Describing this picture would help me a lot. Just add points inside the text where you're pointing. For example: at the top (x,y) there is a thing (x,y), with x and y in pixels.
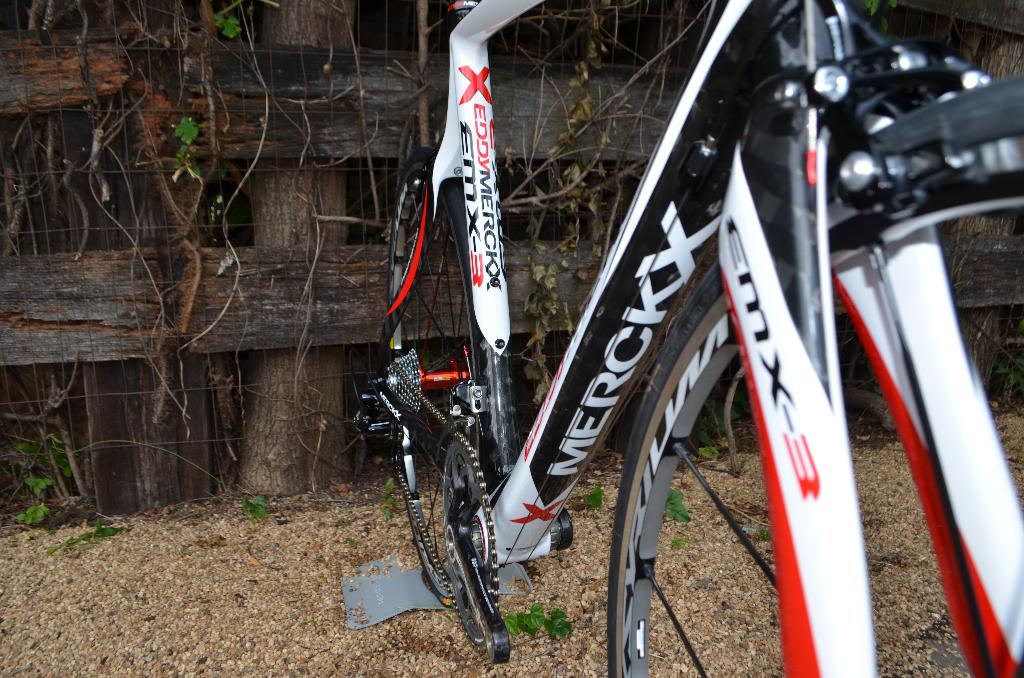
In this image I can see a bicycle (464,339) which is white, red and black in color is on the ground (690,523). I can see few leaves (533,619) of a tree (533,605) which are green in color and few wooden logs (234,333).
